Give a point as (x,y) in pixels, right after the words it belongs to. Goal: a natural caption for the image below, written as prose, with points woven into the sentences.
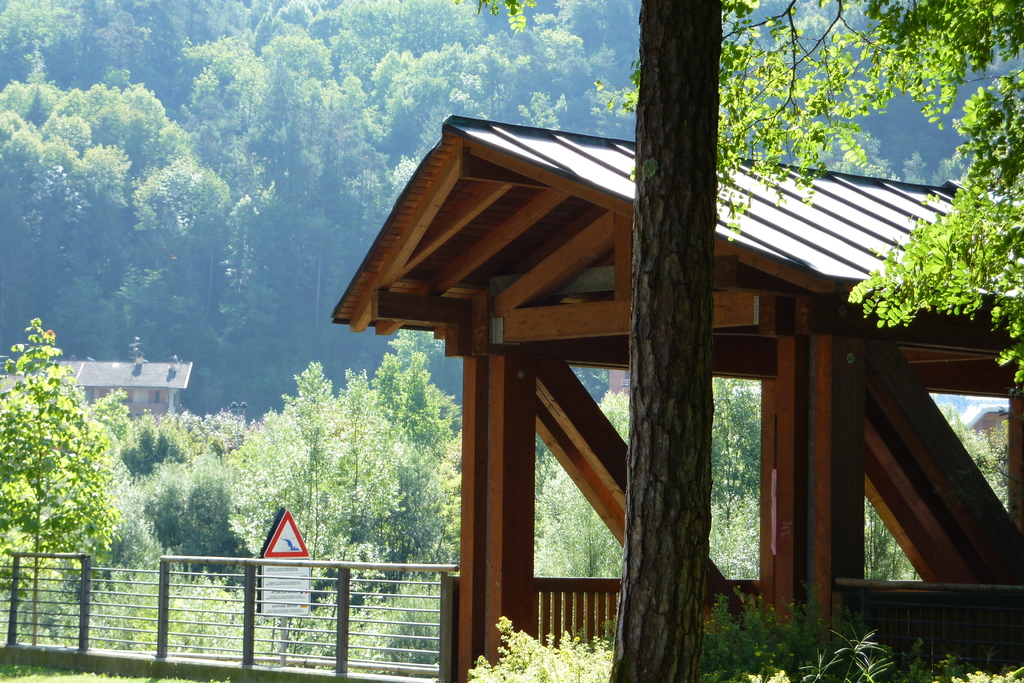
In this image, we can see a wooden shed (776,409) and a tree trunk (697,457). There are some trees (58,565) and plants (431,576). We can also see the fence (446,628) and a sign board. We can see a few houses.
